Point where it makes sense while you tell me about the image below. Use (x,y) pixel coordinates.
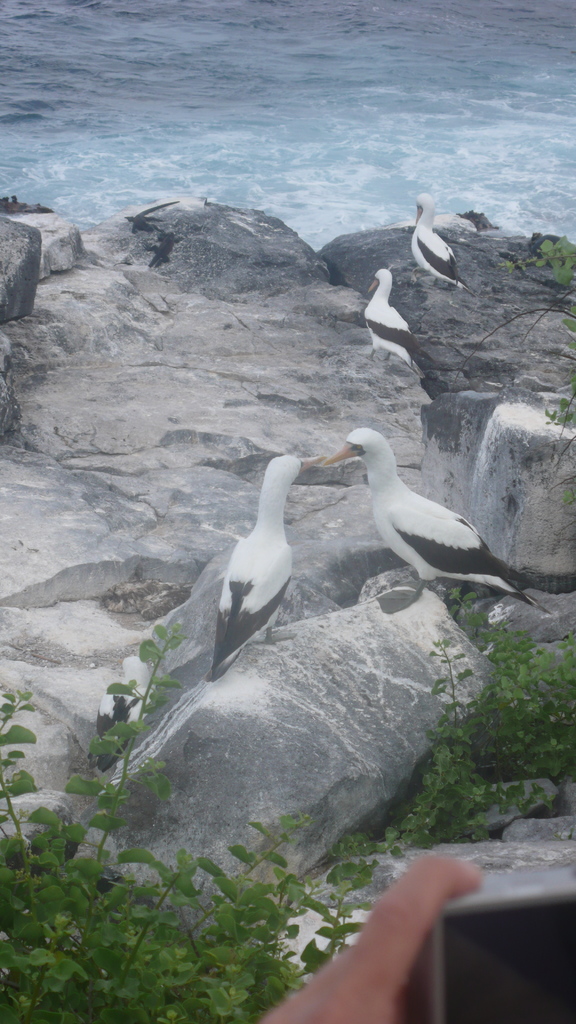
In this picture we can see some rocks (225,470), on it some birds (369,291) are there and we can see person hand (420,915) holding an object (471,953), at the top of the image (268,96) there are some water (462,180).
